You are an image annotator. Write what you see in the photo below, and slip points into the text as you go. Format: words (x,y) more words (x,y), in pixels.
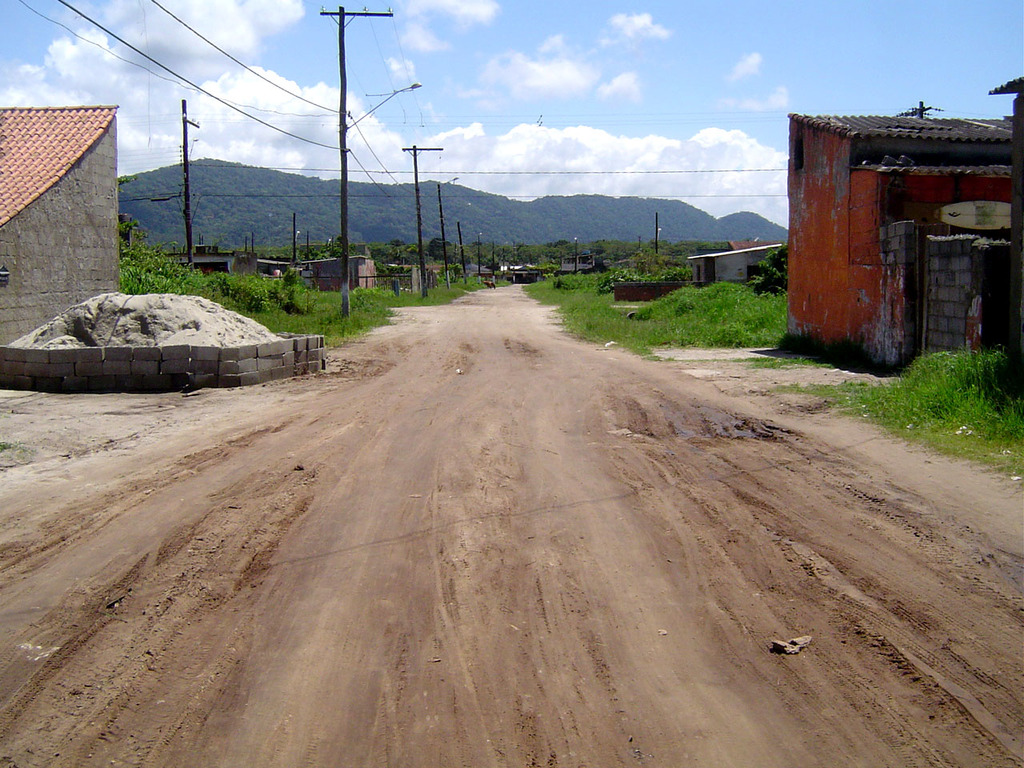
In the picture I am see houses (11,183), poles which has wires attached to them, street lights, the grass (696,344) and trees (459,274). In the background (431,132) I can see mountains (449,204) and the sky (449,96).
